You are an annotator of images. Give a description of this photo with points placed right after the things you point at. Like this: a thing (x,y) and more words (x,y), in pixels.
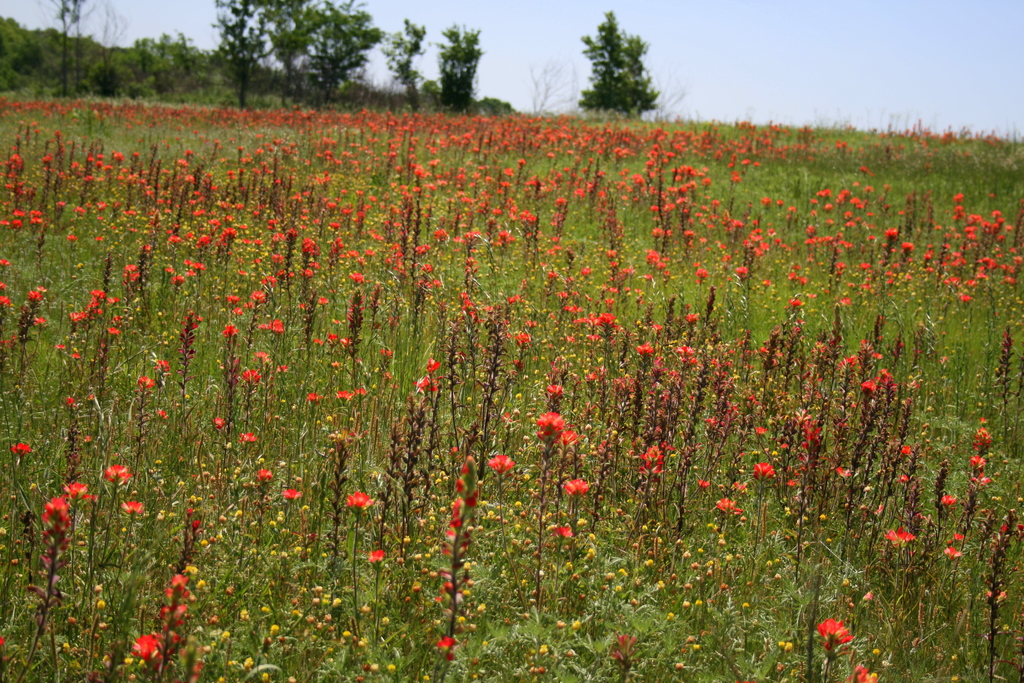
In this picture we can see the plants (536,413) and flowers (665,209). In the background of the image (114,64) we can see the trees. At the top of the image (819,76) we can see the sky (908,42).
